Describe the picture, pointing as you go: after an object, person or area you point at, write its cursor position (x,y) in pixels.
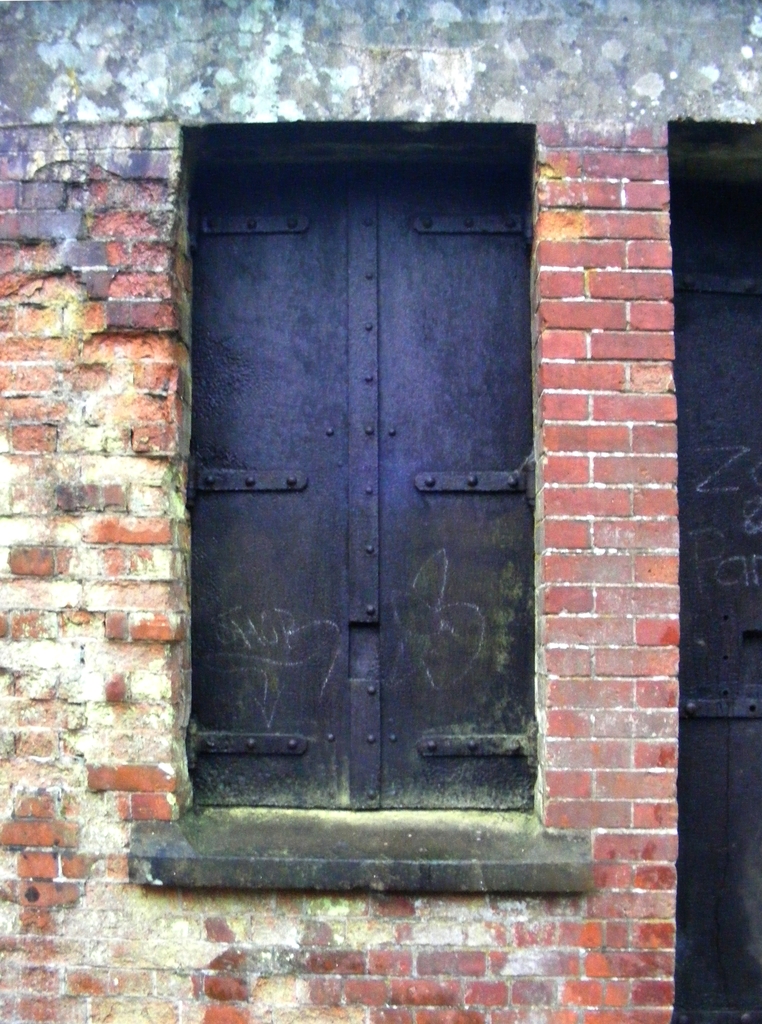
In this image there is a brick wall (137,226) in the left (137,226) and right corner (619,133). There is a metal window (393,214) in the foreground (471,388). And there is a wall (638,75) in the background (638,75).
